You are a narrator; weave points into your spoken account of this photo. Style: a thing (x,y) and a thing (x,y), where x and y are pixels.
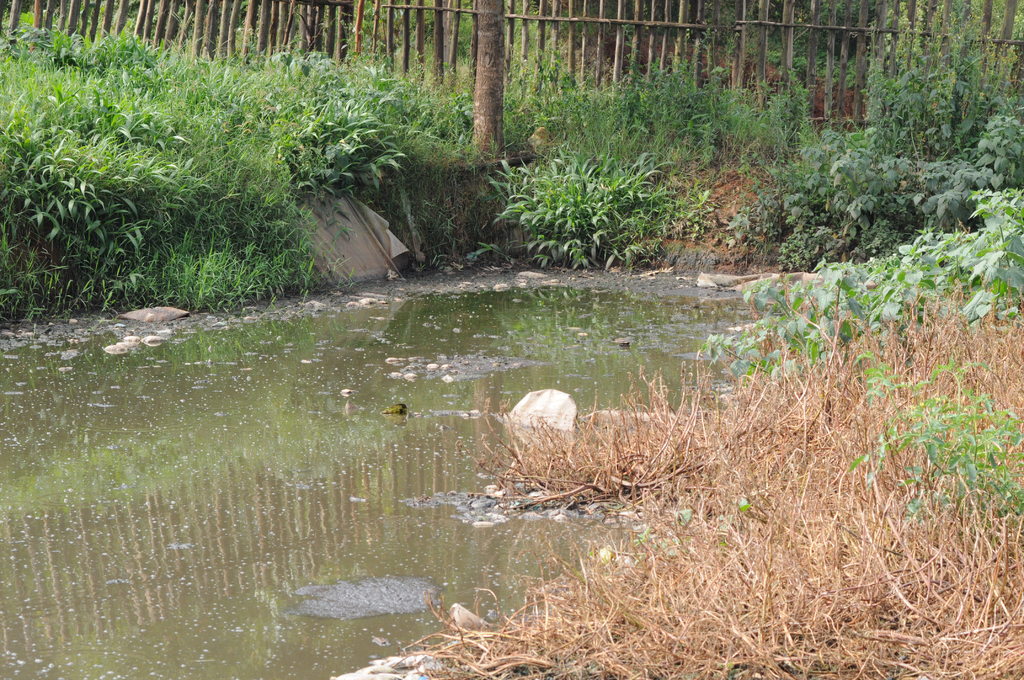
In this image we can see some water (331,421). We can also see some stones (400,356), dried grass (764,517), plants (756,336), the bark (490,32) of a tree (501,48) and a wooden fence (670,63).
